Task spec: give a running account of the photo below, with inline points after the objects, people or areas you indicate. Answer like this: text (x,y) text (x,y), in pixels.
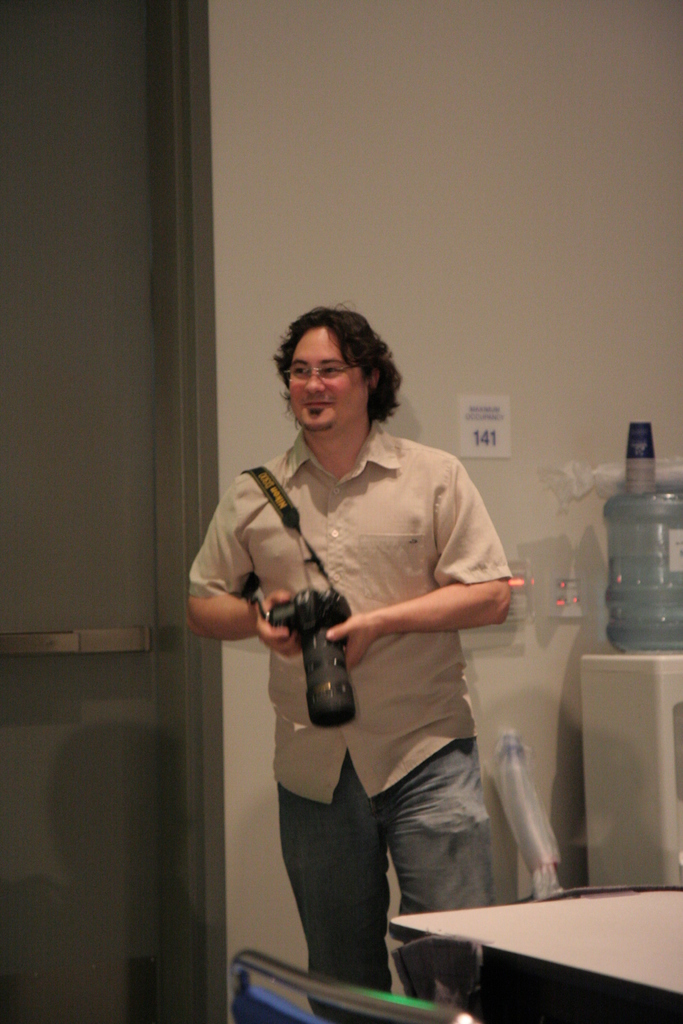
In this picture we can see a person (305,739) holding a camera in his hand (282,591) and smiling. There is a chair (250,969) and a table (535,933) on the right side (623,933). We can see a water storage can (676,532) and a few cups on it. There is a number (505,402) on the wall (593,539).
